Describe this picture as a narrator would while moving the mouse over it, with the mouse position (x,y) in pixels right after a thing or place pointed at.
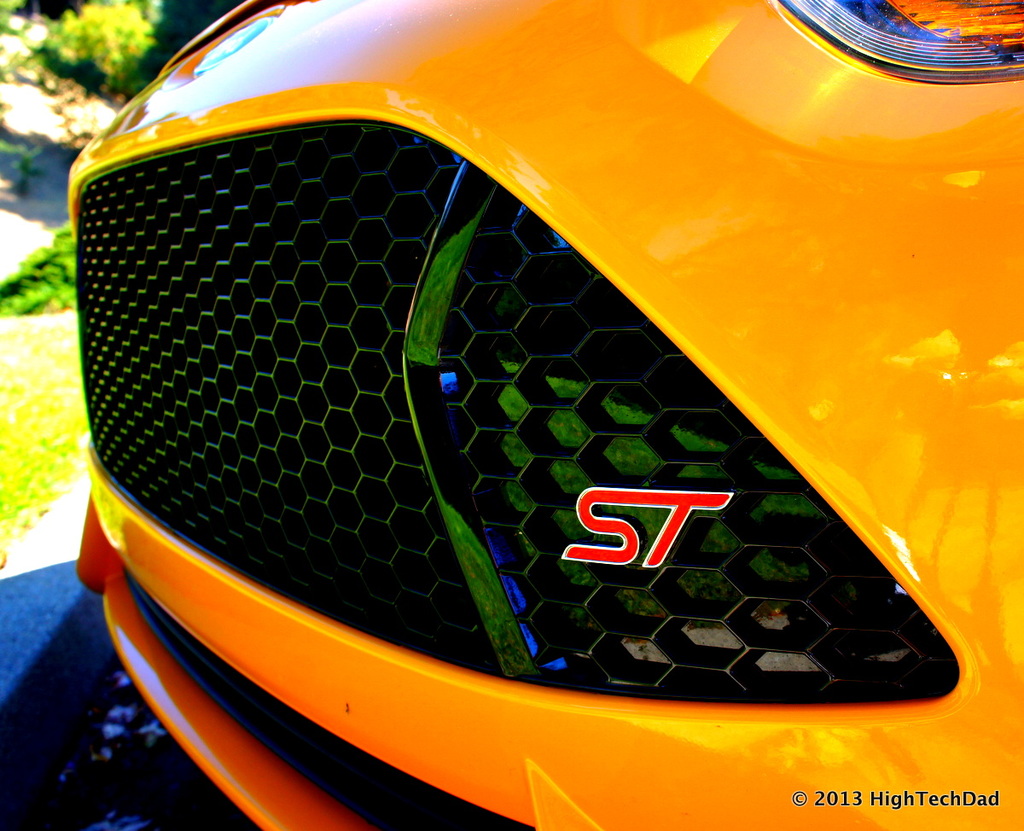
In this image we can see the bumper (1023,748) of a car (534,411). On the left side (75,421) we can see some plants (65,296) and grass (70,421). On the bottom of the image (982,803) we can see some text (816,803).
